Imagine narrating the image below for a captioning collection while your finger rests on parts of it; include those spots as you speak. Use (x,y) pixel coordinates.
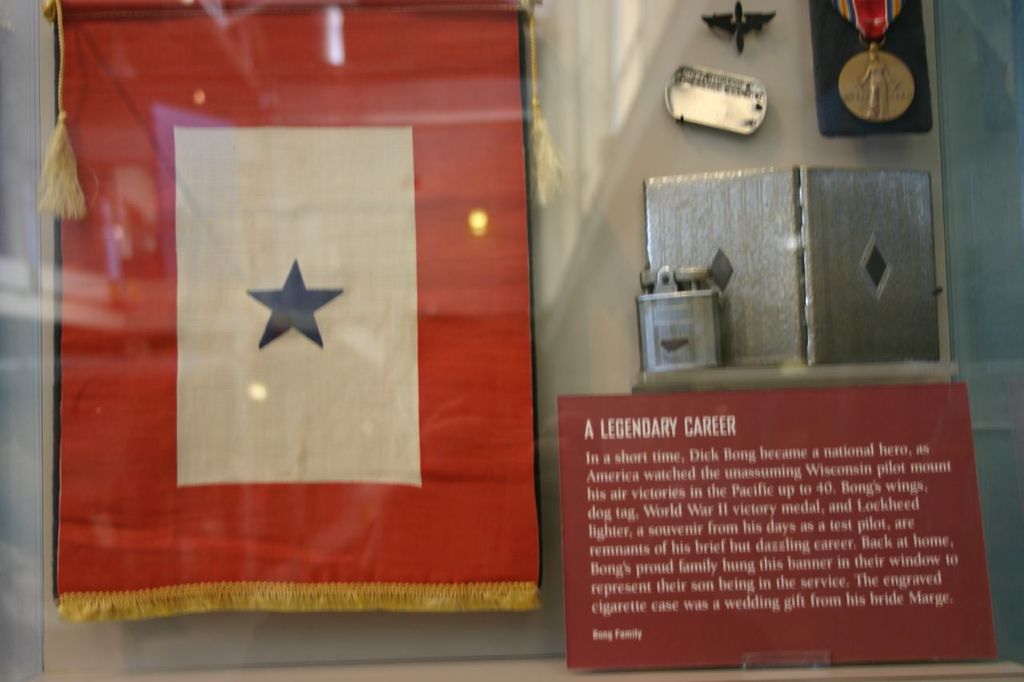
In this image, we can see a glass (717,395). Through the glass (6,476) we can see cloth (352,467), board (784,510), badges (892,96), few objects (818,217). On the glass (455,197) we can see lights reflections (171,124).
